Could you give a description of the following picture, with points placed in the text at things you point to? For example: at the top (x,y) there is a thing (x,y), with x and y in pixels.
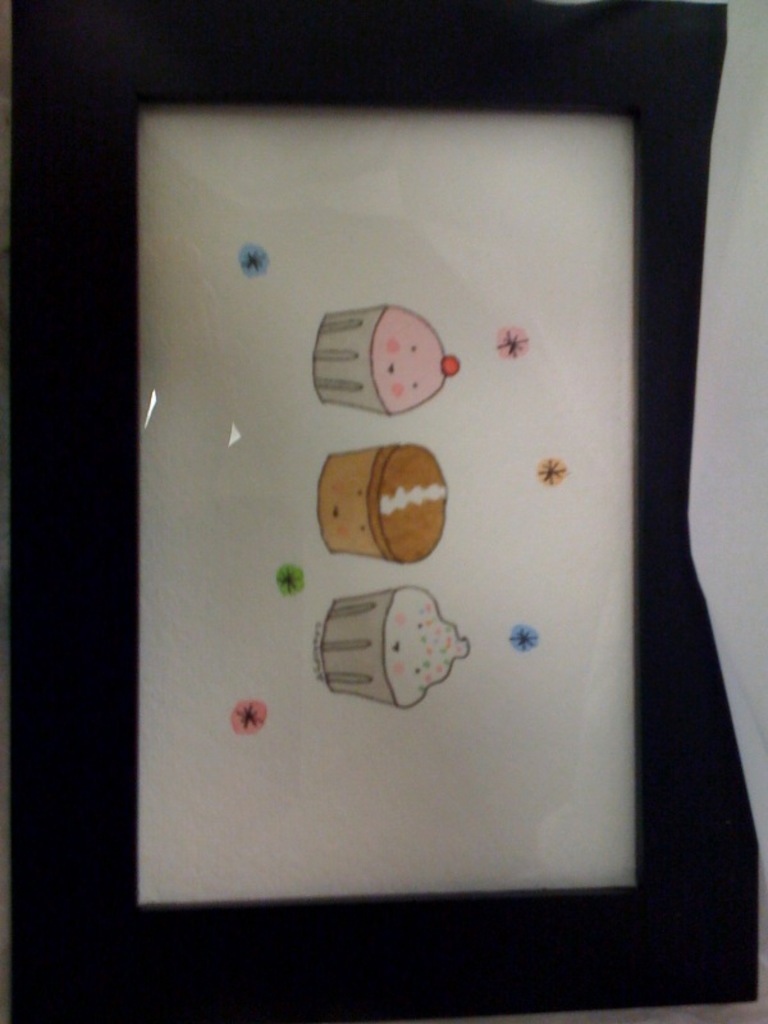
This is a zoomed in picture. In the center (439,556) there is a black color object (658,184) seems to be a picture frame (679,784) in which we can see the picture (287,494) of three cupcakes (374,648).
